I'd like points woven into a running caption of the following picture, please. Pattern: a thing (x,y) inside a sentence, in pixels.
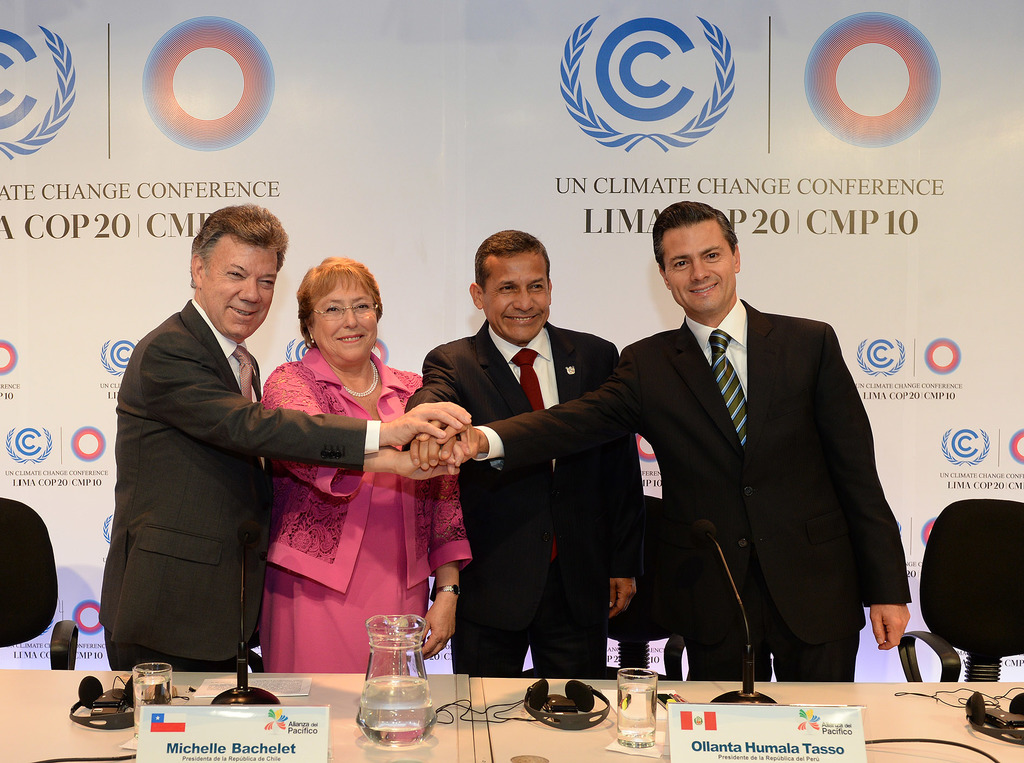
In the picture we can see three men (716,652) and a woman (423,518) standing near the table (23,690) and holding the hands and men (718,593) are in blazers (193,634), ties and shirts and woman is in the pink dress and on the table (350,694), we can see a jar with water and some glasses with water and some name boards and headsets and in the background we can see the hoarding (974,402) with some brand symbols (973,488).
